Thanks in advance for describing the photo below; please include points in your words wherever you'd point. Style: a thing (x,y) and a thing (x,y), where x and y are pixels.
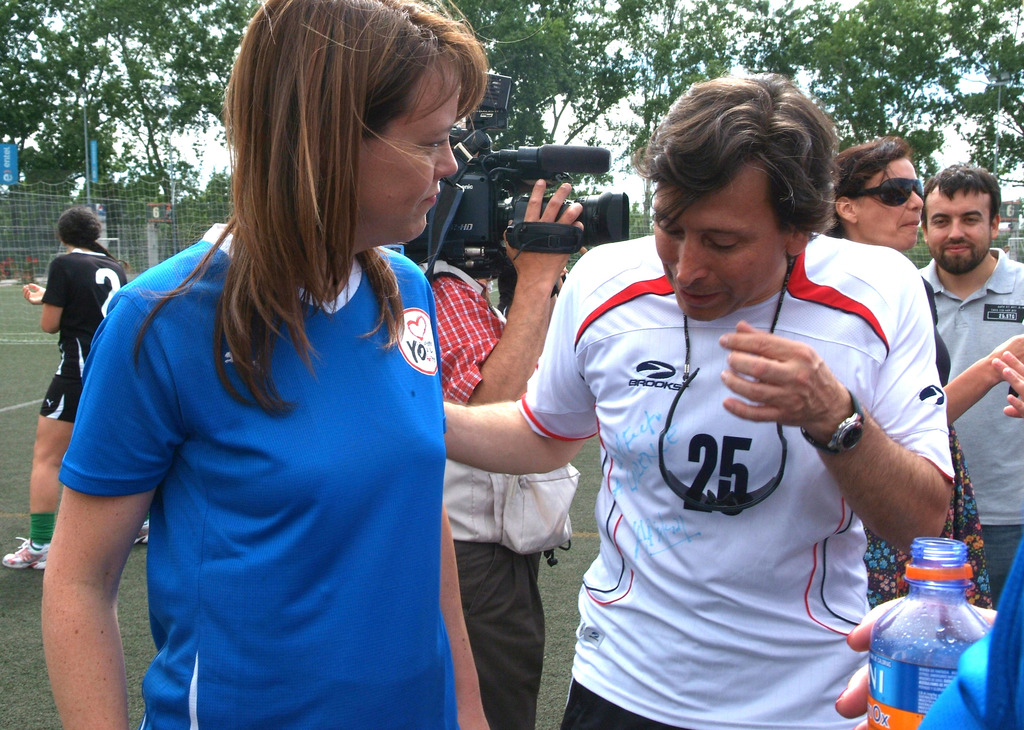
In this image there is a man (597,699) and woman (273,499) standing together also behind them there is other man (484,574) standing and holding camera (466,188), we can see there is fence (16,263) and trees (178,110) at their back.
